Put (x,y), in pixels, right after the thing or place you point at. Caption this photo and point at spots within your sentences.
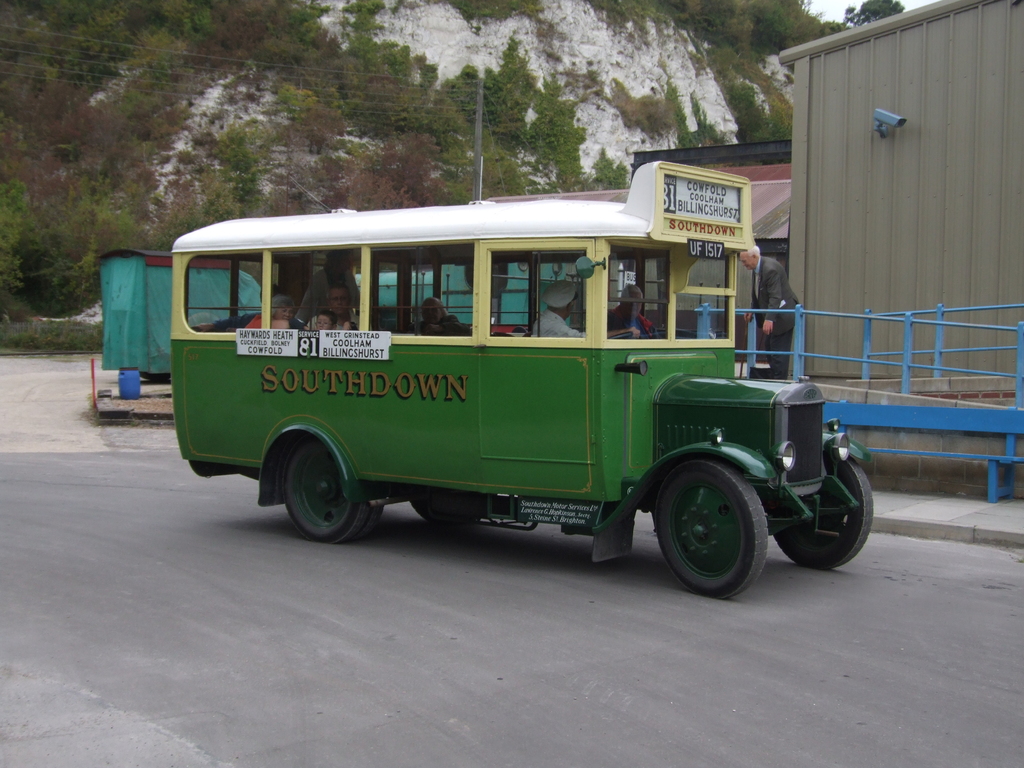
In this image there is a mountain (615,63) truncated towards the top of the image (558,67), there are plants (304,114) on the mountains (612,99), there is the sky (838,9) truncated towards the top of the image (820,9), there is an object (850,159) truncated towards the right of the image (927,227), there is a person (766,290) standing, there is a vehicle (732,237) on the road (262,625), there are persons (318,325) in the vehicle (390,309), there is board (316,345), there is text (359,344) on the board (305,345), there are objects (122,391) on the ground (88,381), there are plants (50,335) truncated towards the left of the image (19,321).
